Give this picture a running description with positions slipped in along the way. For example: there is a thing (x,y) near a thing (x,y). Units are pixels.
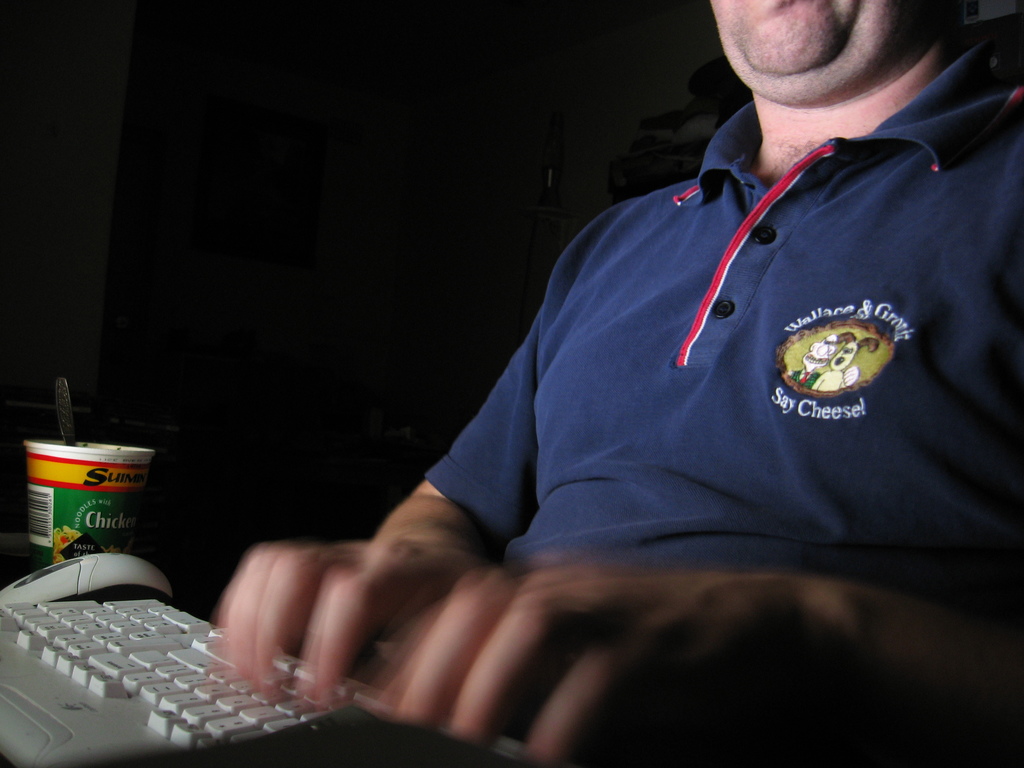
In this image we can see there is a person (798,479) sitting and typing a keyboard (201,711). Left side (117,580), we can see the mouse (108,562) and cup (84,466) with spoon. And at the back (640,174) we can see few objects (669,137).
